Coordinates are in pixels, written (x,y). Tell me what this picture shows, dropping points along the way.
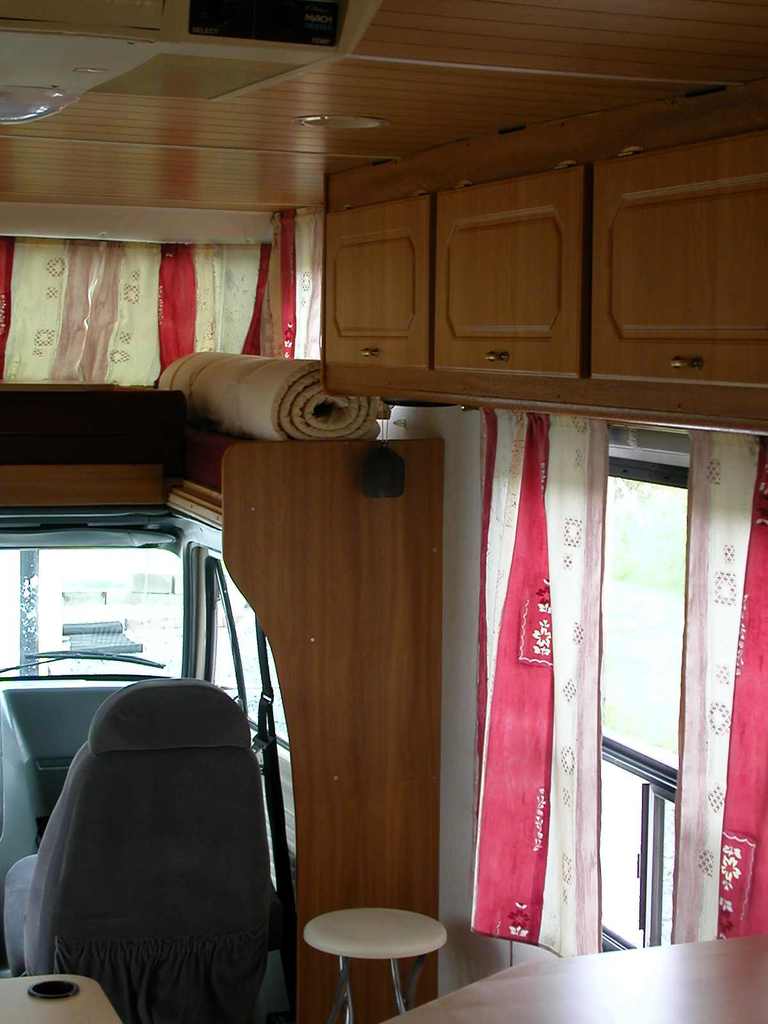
In this picture we can see a room (544,705) where on the top (651,268) we have cupboards (484,353) and here is a curtain (533,812) for the window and this is a stool (359,955), chair (228,913) and i think this is a glass (99,607) and where the sheet (265,421) is rolled and kept on above the rack (228,458).
